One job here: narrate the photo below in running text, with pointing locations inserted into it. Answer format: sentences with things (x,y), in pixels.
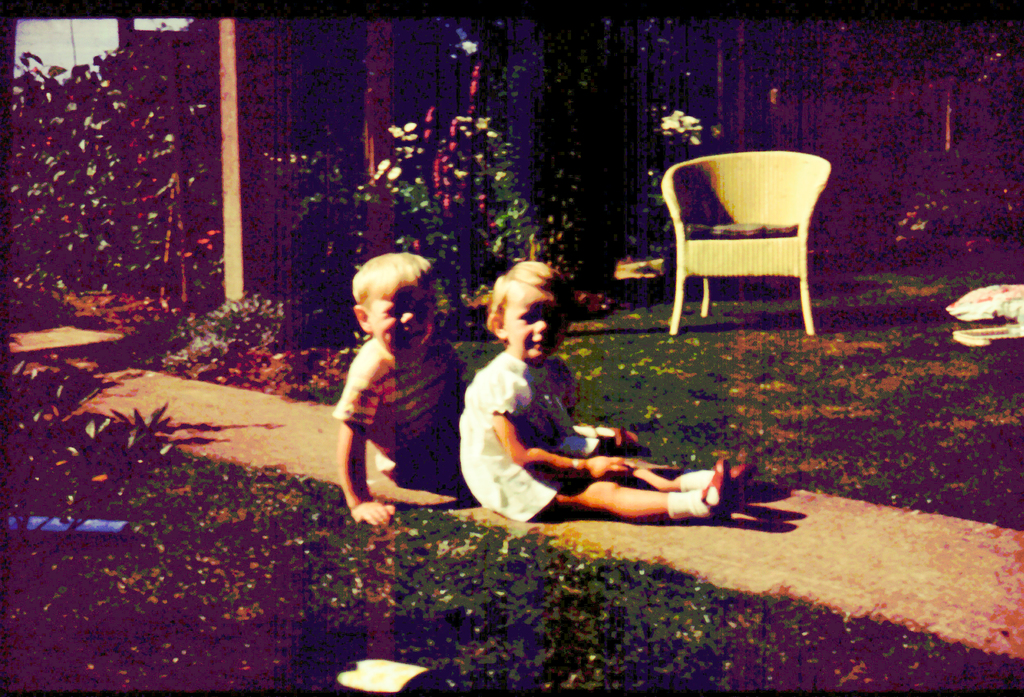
In this image I can see two children (521,316) are sitting on ground (329,456). In the background (684,274) I can see few trees (73,257) and a chair (711,240).
